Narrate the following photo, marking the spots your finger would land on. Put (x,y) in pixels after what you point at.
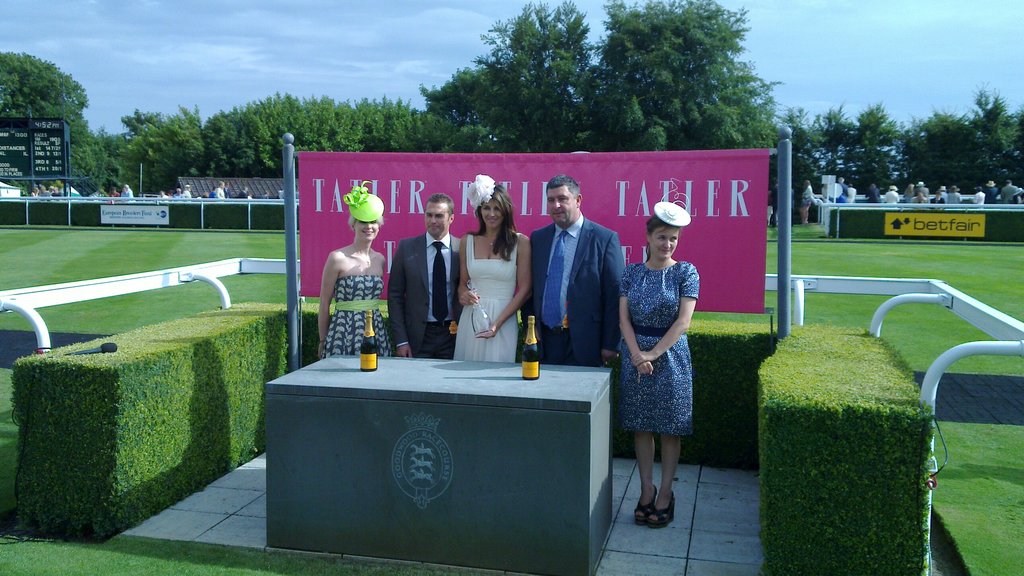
In this image there are two men (438,288) and three women (521,303), standing on a floor (650,528), in front of them there is a table (568,526) on that table (438,383) there are champagne bottle (371,366), around them there are plants (819,386), in the background (718,160) there is a poster (324,258) on that poster (419,185) there is some text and there is a greenland (924,255), trees (450,117) and a cloudy sky (174,73).
